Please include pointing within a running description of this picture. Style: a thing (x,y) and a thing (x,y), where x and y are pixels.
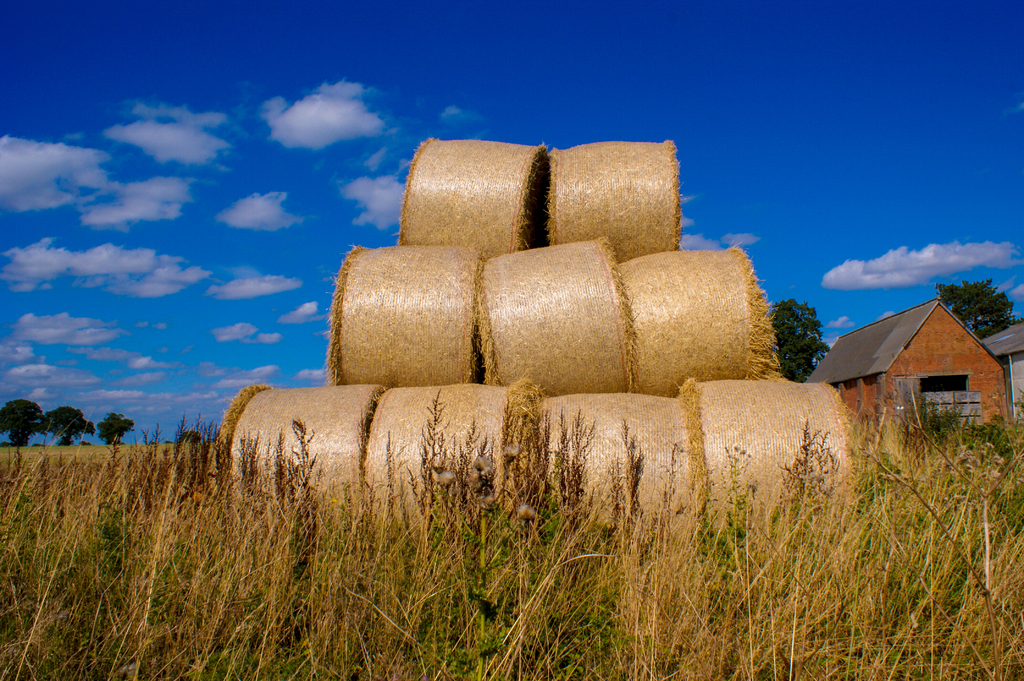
In this image we can see dry grass rolls (470,300) are arranged on the grassy land (769,553). Right side of the image (947,406) house (947,406) is there. Behind the house (868,364) trees (972,302) are present. At the top of the image (589,55) sky (305,66) is there with some clouds (108,282). Left side of the image (108,427) trees (88,430) are there.
